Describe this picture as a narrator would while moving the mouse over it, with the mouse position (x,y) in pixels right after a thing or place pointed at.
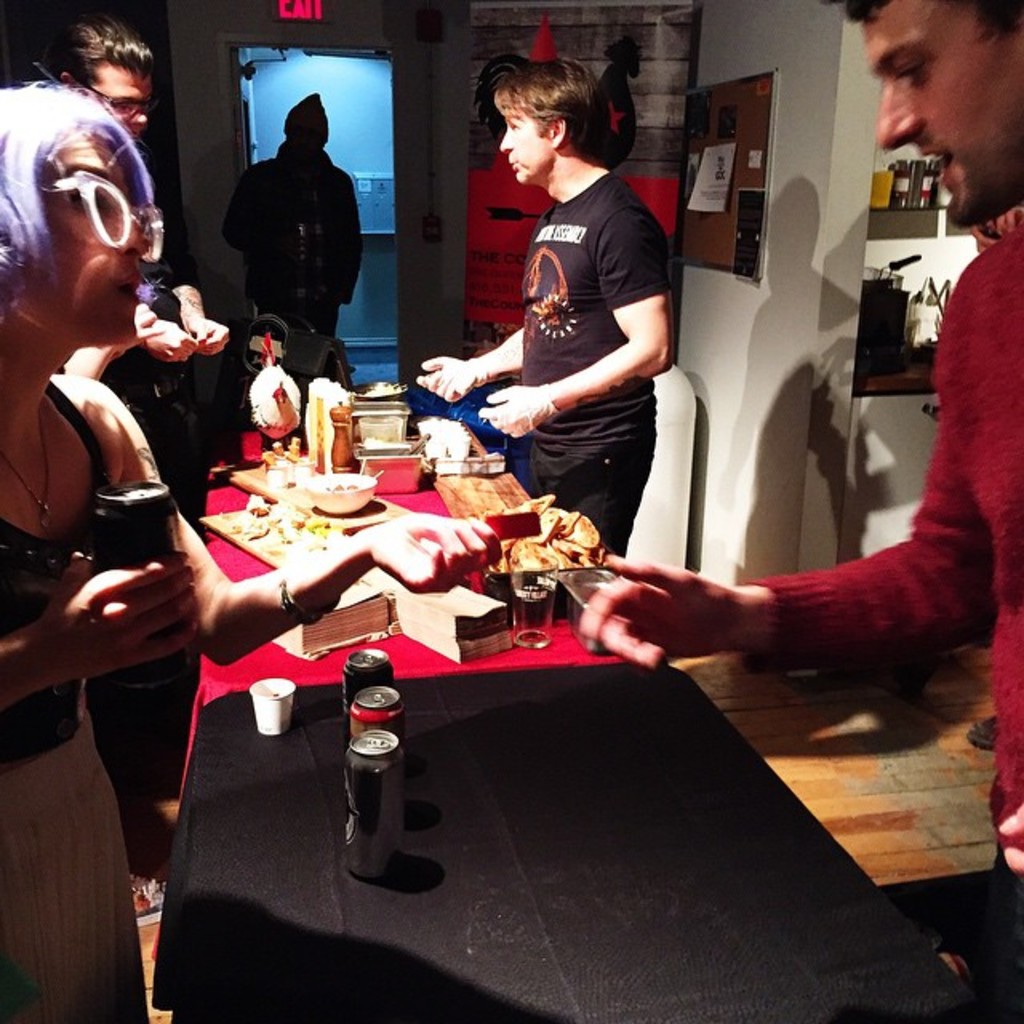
On the table (494,826) there is bottle (373,775), glass (537,605), food (544,525), bowl (346,482), cup (272,712), person (959,452) are standing near the table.
